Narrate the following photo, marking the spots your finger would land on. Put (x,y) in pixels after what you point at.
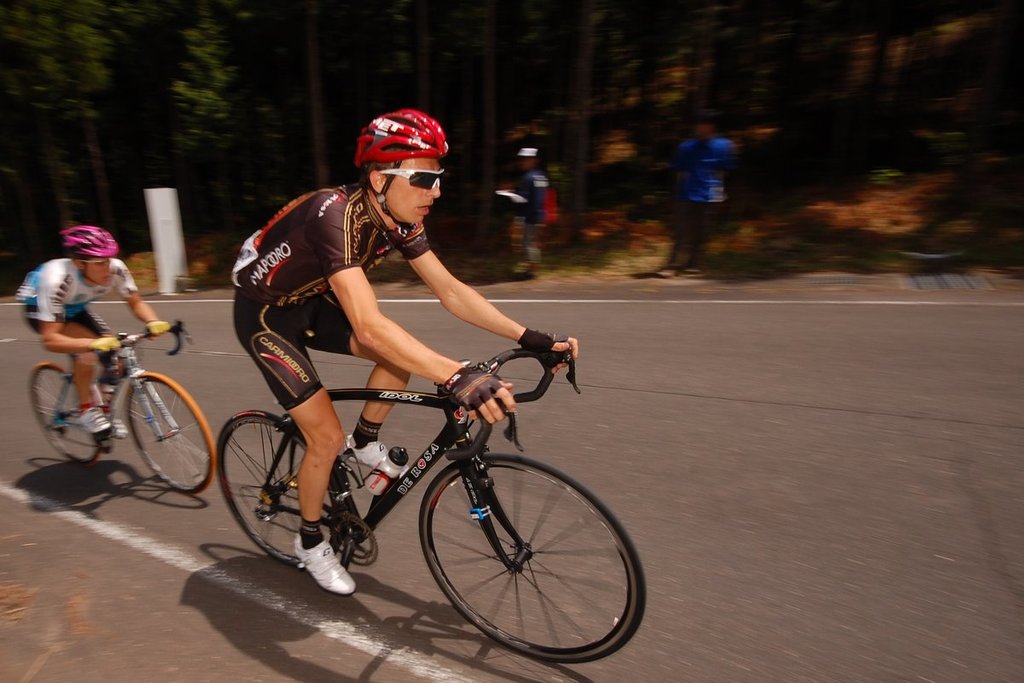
In the middle of the image (386,236) two persons (404,239) are riding bicycles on the road (708,472). At the top of the image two persons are standing and watching. Behind them we can see some trees (245,178). Background of the image (21,43) is blur.
